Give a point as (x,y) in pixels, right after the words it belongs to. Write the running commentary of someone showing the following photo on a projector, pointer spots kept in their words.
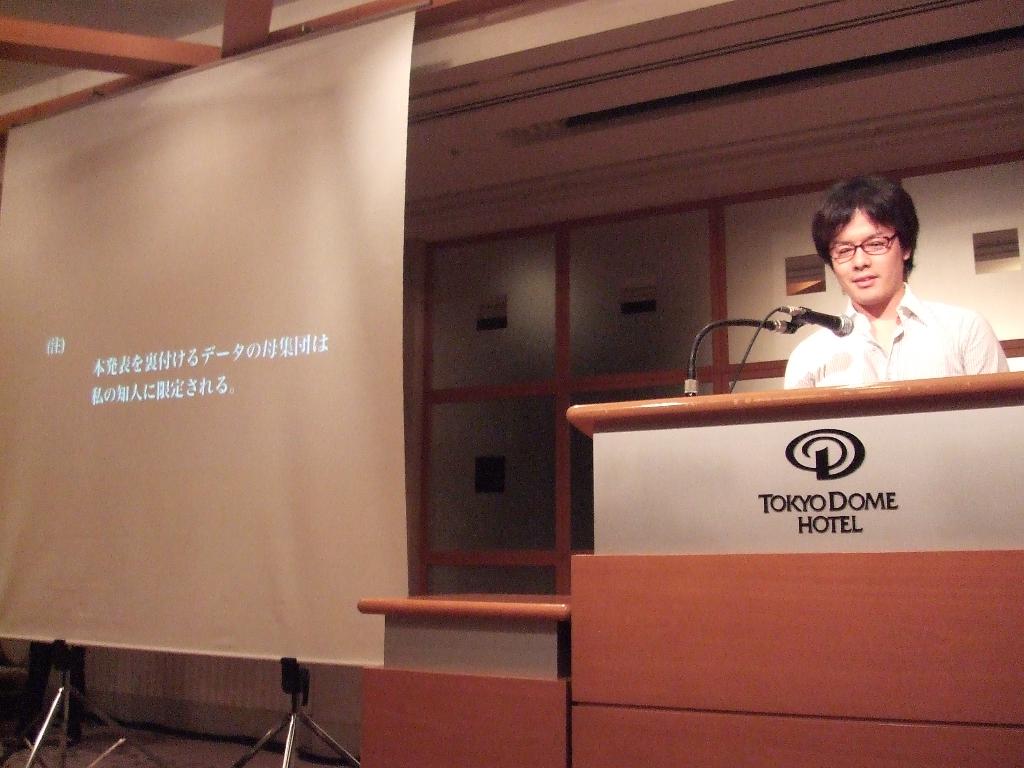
In this picture there is a boy (962,351) wearing white color shirt (898,347) standing and giving a speech at the wooden speech desk (687,606). Beside there is a white color projector screen (327,497). In the background (516,328) we can see a glass door (467,494).
